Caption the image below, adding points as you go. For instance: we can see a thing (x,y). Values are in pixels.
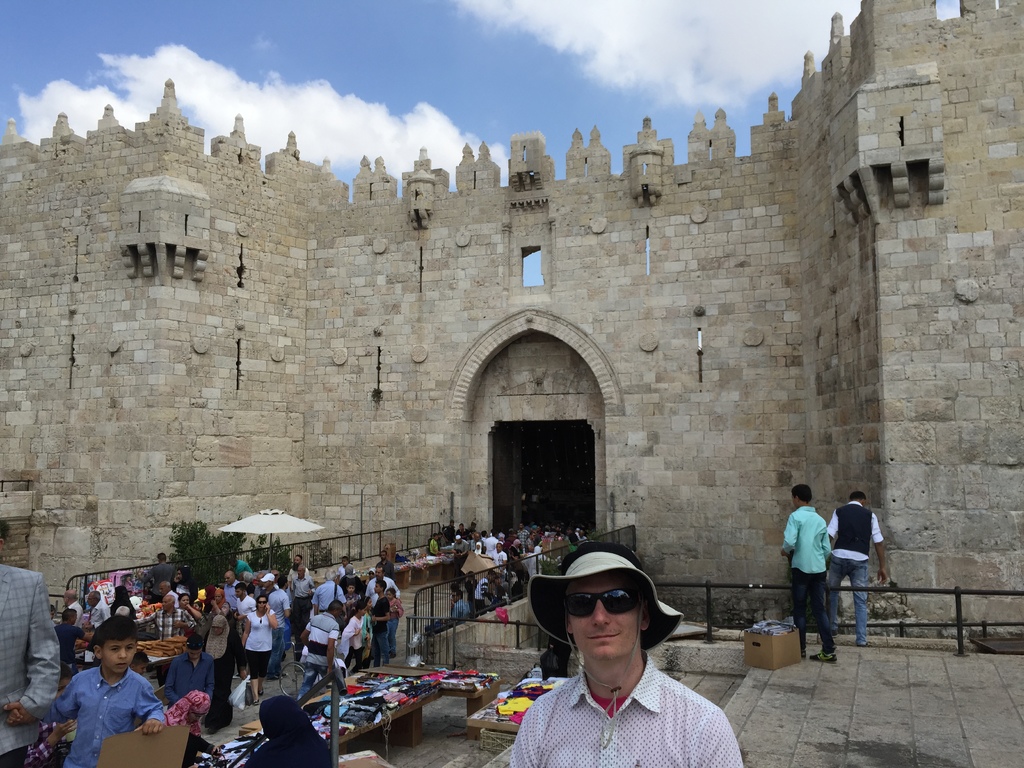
In this image, I can see a fort (663,409). In front of the fort (403,432), there are groups of people (481,591), barricades (328,555), an umbrella (260,531) and few other objects (772,645). In the background (341,112), there is the sky (628,30).
